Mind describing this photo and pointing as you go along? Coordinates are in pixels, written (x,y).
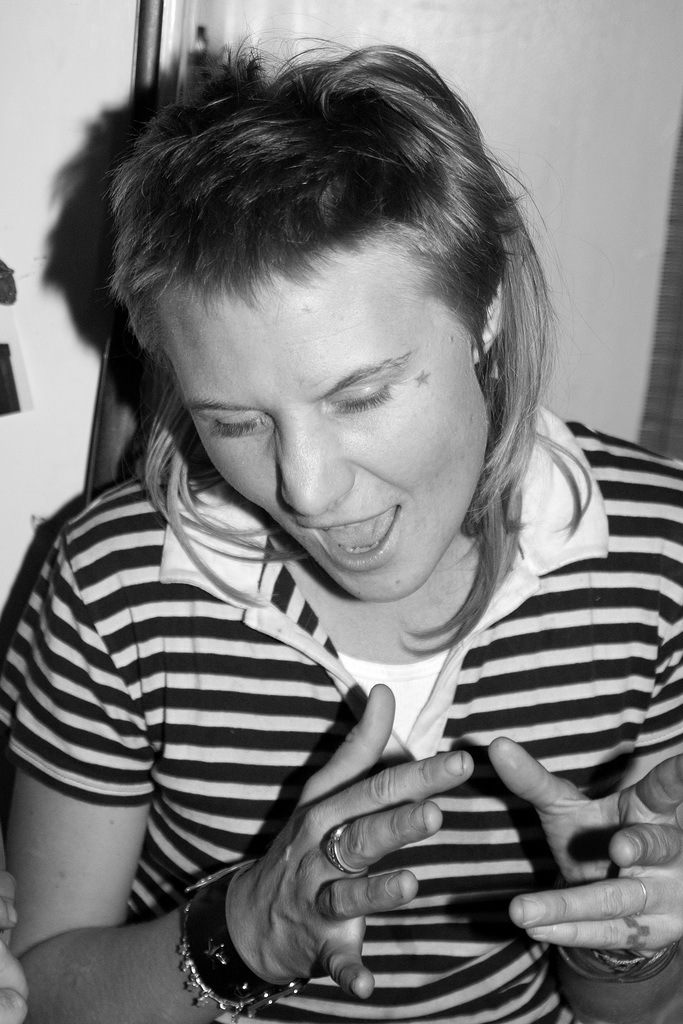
This is a zoomed in picture. In the foreground (360,951) there is a person (531,648) wearing t-shirt (513,798) and seems to be standing. In the background (93,66) there is wall (86,249) and some other objects (129,395).
